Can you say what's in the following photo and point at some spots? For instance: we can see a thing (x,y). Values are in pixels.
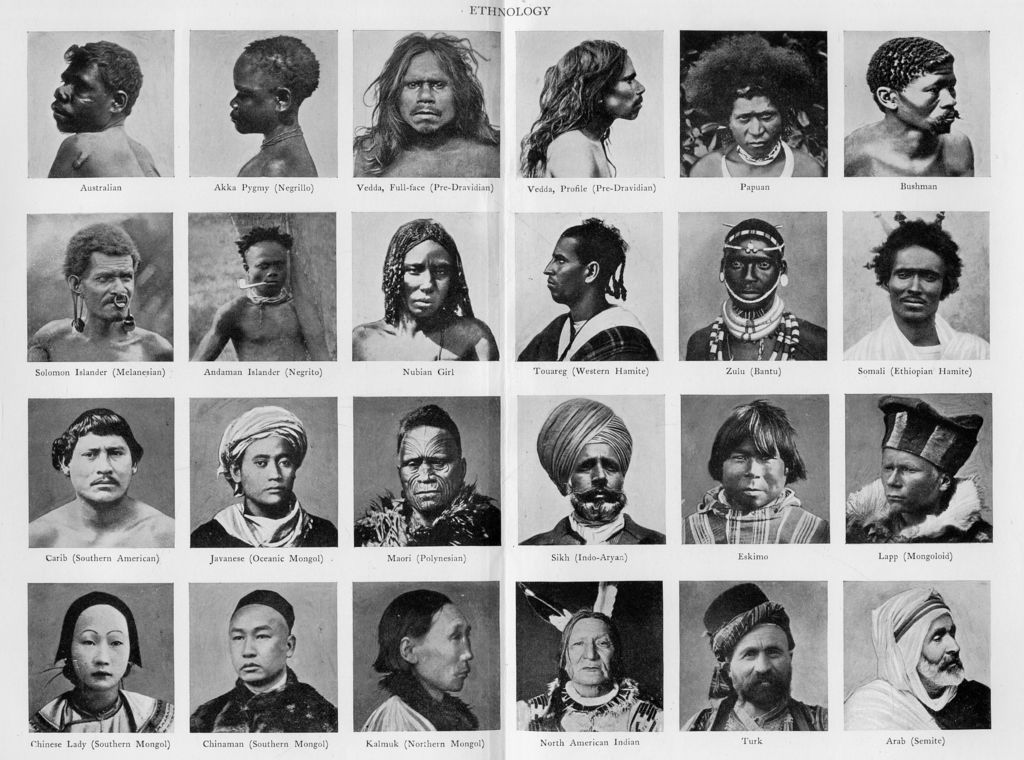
It is a black and white image. It is a collage image of different people (78,258) with names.
